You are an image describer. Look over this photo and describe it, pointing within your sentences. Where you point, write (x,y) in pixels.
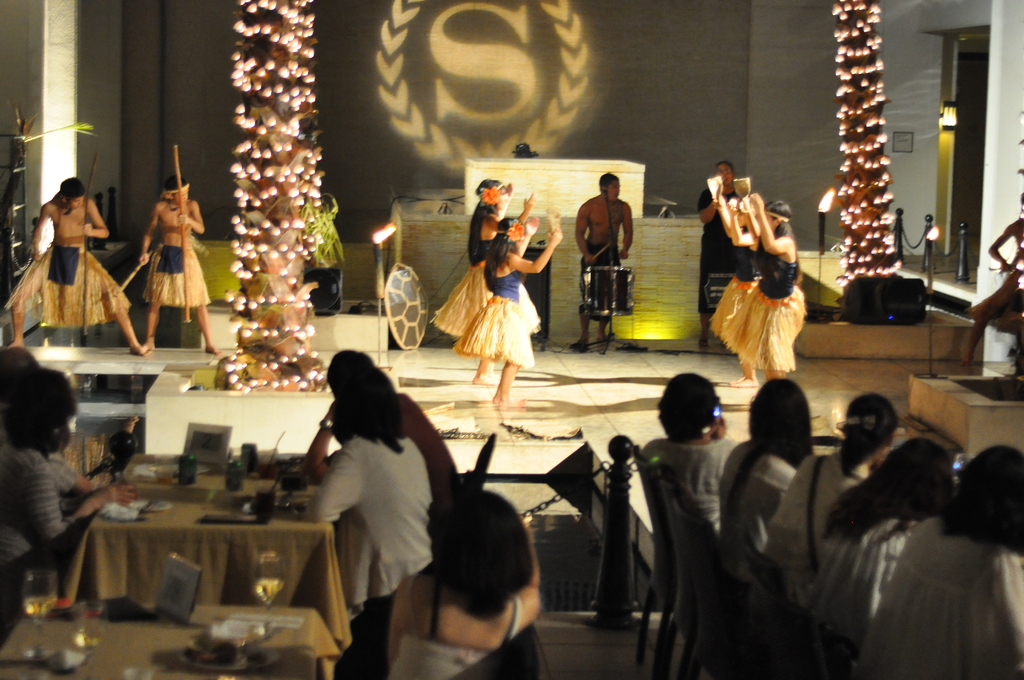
In this picture we can see some people (0,495) are sitting on chairs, in front of tables (198,561), we can see plates (262,658), glasses of drinks (49,595) and other things (238,516) present on these tables (232,501), in the background (175,268) there are some people (765,259) dancing, a person (620,219) in the middle (628,269) is playing a drum (613,277), on the right side (857,154) and left side (292,114) there are lights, we can see queue managing poles (958,255) on the right side (922,240).
